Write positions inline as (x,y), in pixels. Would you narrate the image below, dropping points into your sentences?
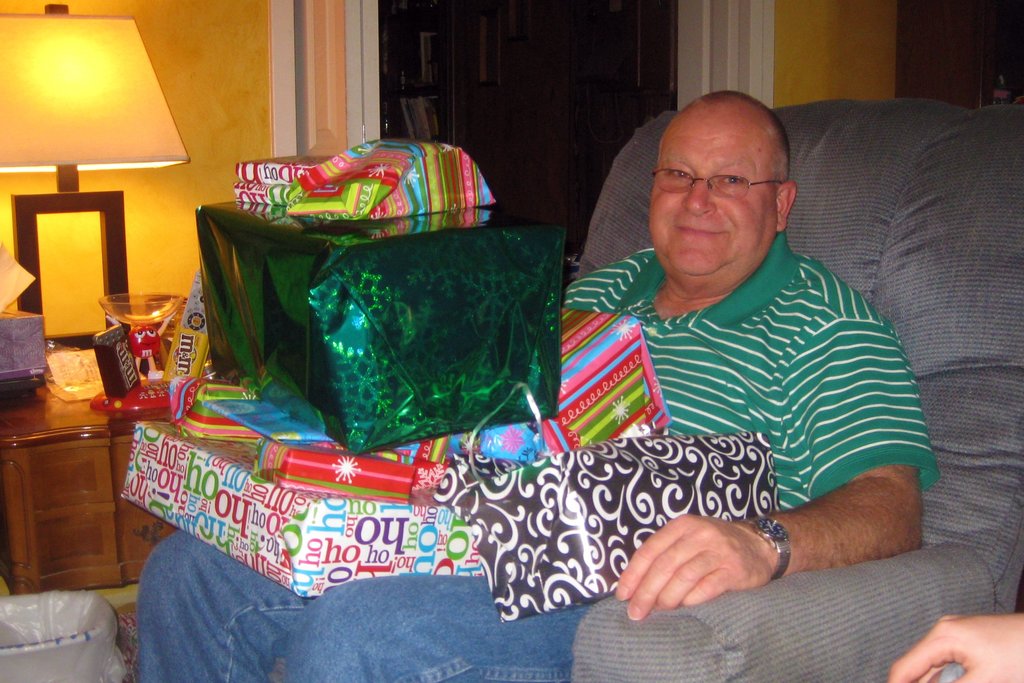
This picture is taken inside the room (373,621). In this image, on the right side (740,275), we can see a man (660,290) sitting on the couch (931,343) and keeping some gift boxes (394,518) in his laps (441,654). In the right corner (938,646), we can also see a hand (943,626) of a person (943,626). In the left corner (115,614), we can see a trash bin (60,674). In the background (42,476), we can see a table (30,465), on the table (58,413), we can see a bowl (154,322), lamp (76,340) and few gift boxes (130,388). In the background (387,135), we can also see black color and a wall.
